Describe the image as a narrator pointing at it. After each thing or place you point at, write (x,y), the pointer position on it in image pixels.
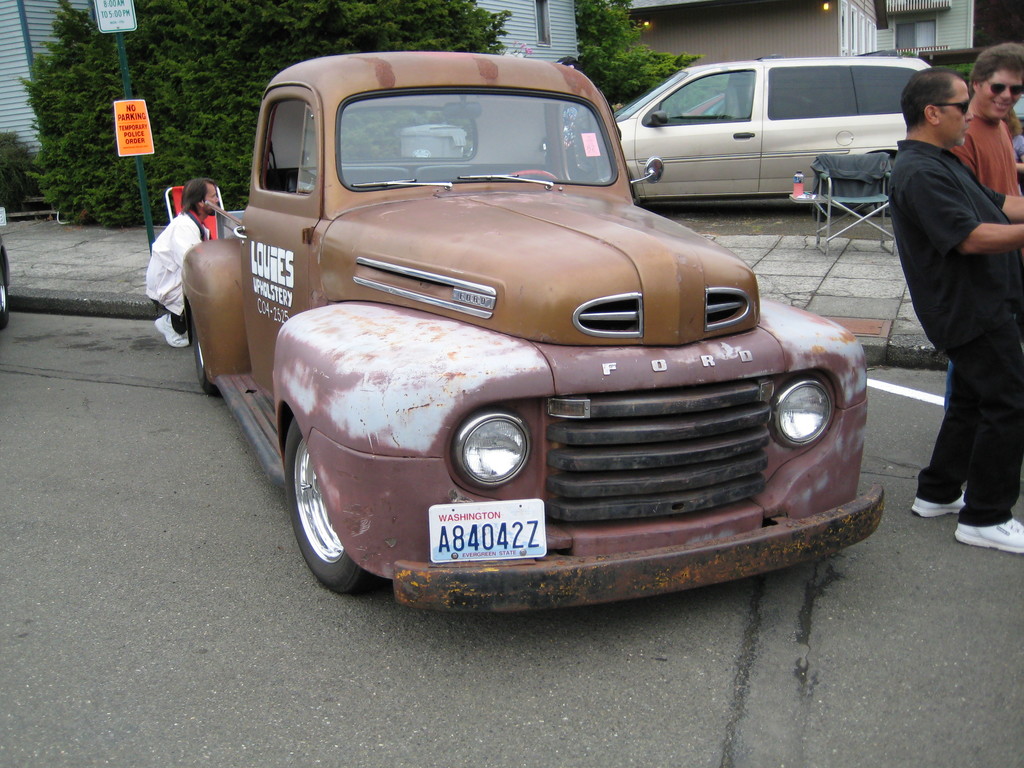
In this image we can see some houses (828,23), two lights (826,7) attached to the wall (684,29), some trees (244,89), one car (395,192) on the road (34,351), two chairs (178,204) on the footpath (103,249), one man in crouch position, some objects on the table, one tire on the road (956,600), one car (719,151) parked near the house (921,38), two people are standing on the road (913,611), one object (13,212) on the ground (70,235), one pipe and one board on the footpath (44,227).
